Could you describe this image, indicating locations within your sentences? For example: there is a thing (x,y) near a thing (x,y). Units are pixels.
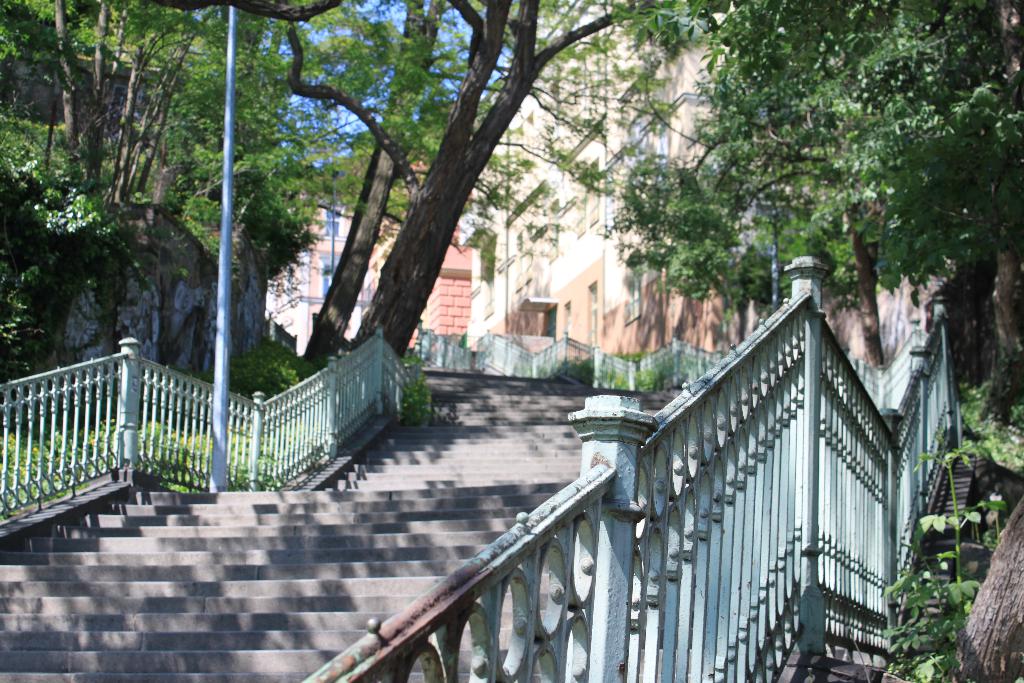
In this picture I can see staircases (300,601) with fencing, around we can see some trees (413,297) and buildings (478,322).
